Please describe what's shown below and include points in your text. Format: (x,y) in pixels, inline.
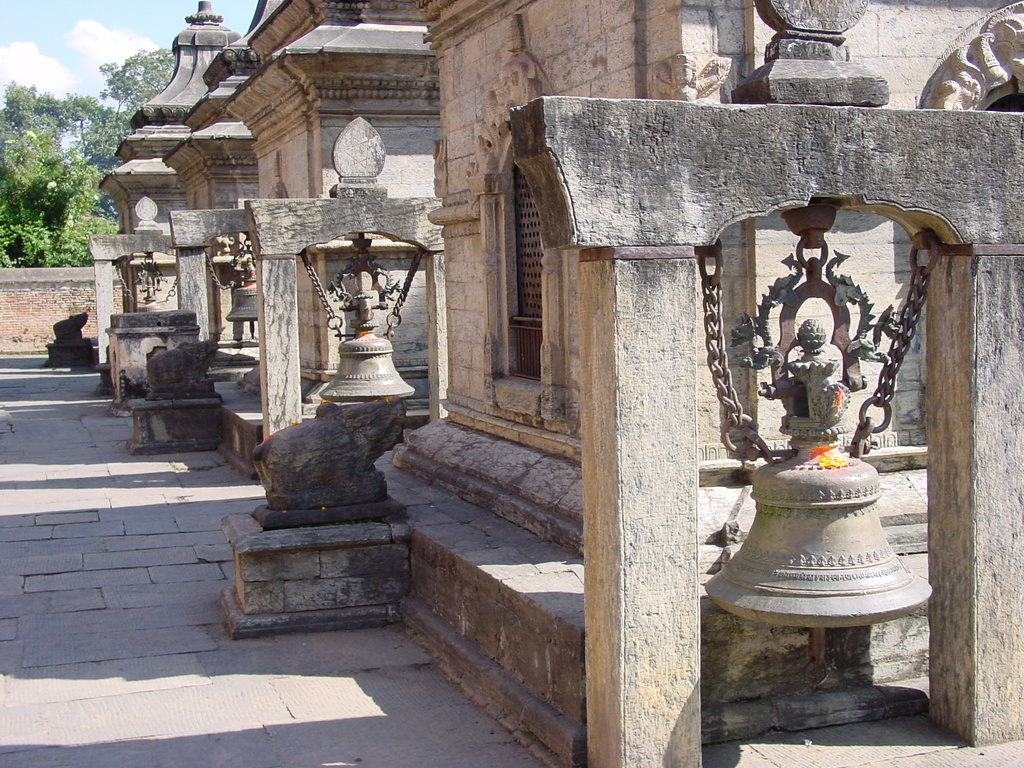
In this picture I can see the ancient building (878,0), few bells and the path (46,530) in front (20,436). In the background (50,234) I can see the trees (64,233) and the sky (91,45).
